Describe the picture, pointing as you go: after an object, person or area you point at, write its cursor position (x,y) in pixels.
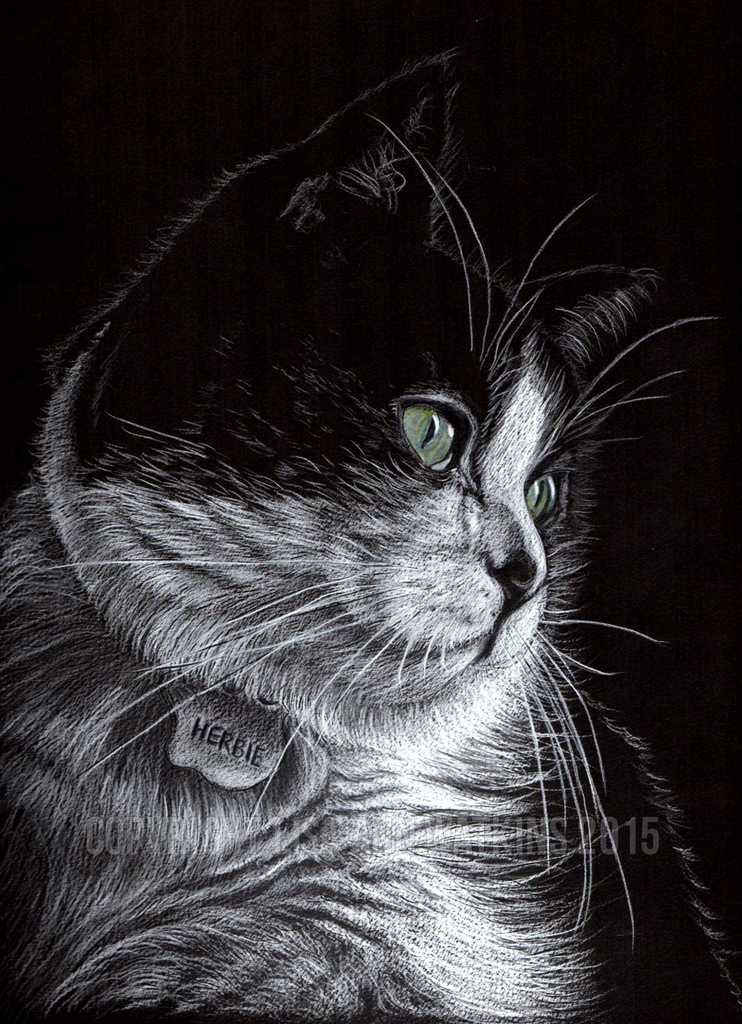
In the center of the image (368,435) we can see drawing (419,763) of a cat (440,919).
